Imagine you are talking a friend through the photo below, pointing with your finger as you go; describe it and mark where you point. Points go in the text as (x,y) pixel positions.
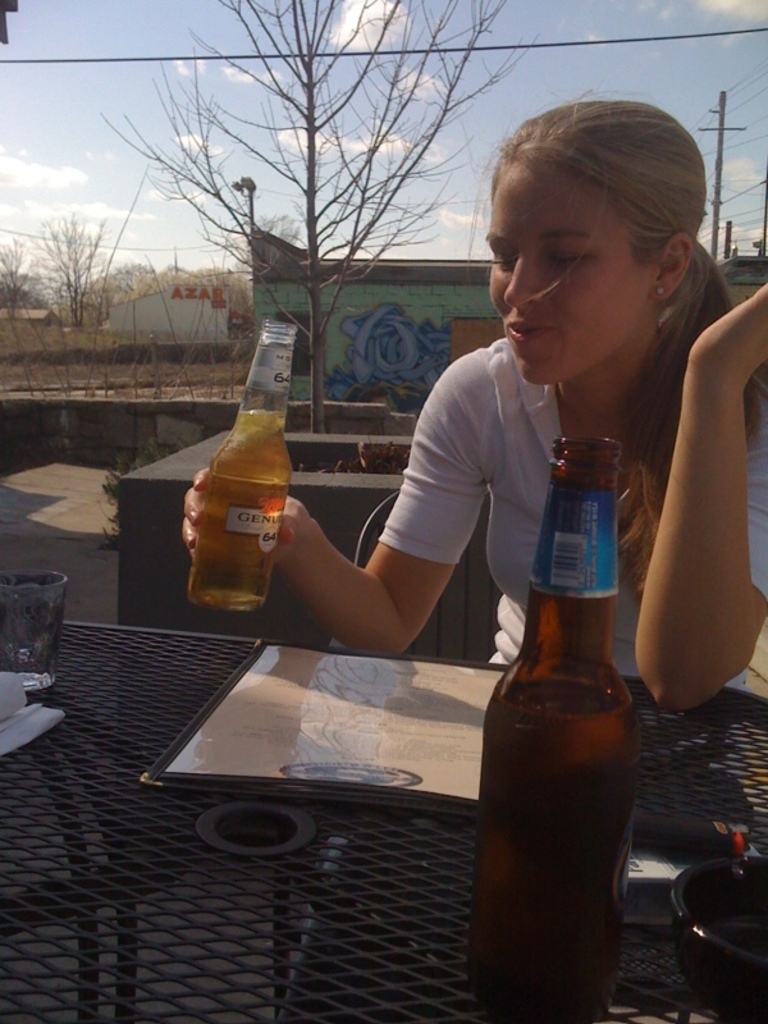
Bottom right side of the image (661,693) a woman (550,260) is holding a bottle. Bottom right side of the image (598,900) there is a bottle (530,1018) on the table (71,985). Bottom left side of the image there is a glass (9,596) on the table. In the middle of the image (310,355) there is a bare tree (384,31). Behind the tree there is a sky (485,212) and clouds (444,211). Top right side of the image (723,126) there is a pole (724,131).
